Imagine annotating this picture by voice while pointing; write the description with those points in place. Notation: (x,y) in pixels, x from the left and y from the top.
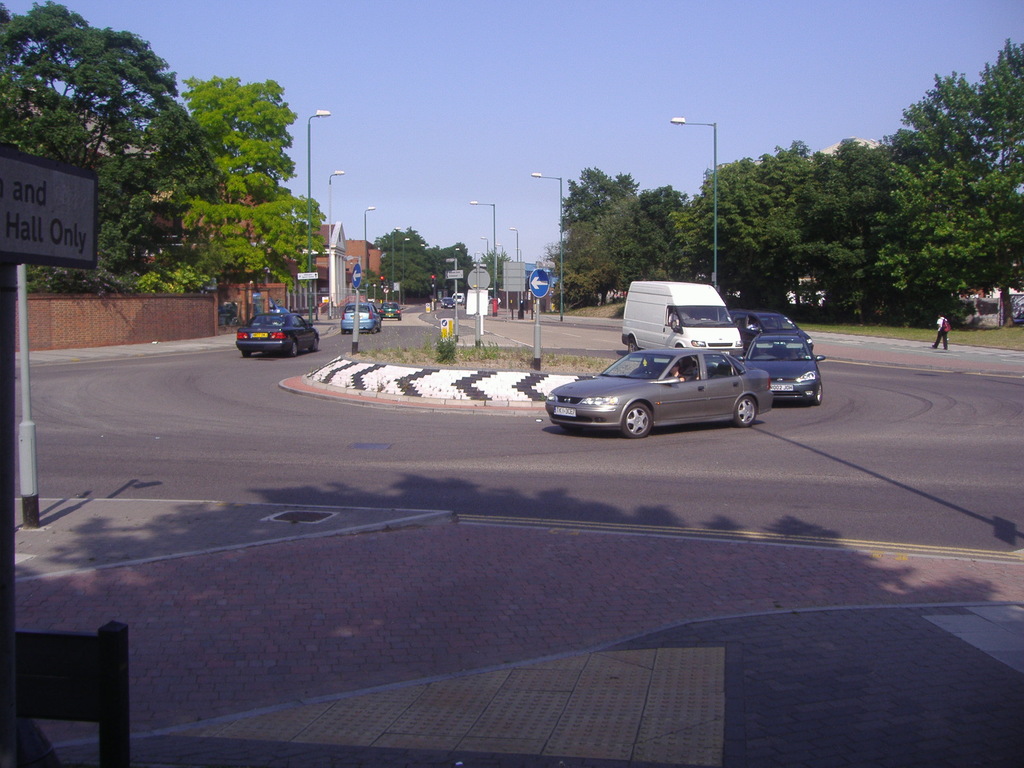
In this picture there are vehicles (669,362) on the road (1019,534). In the foreground (670,422) there is a person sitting inside the vehicle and there are buildings (289,302) and trees (752,247) and street lights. On the right side of the image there is a person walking on the road (933,462). On the left side of the image (31,156) there is text (20,206) on board (51,178) and there might be a chair (104,632). At the top (684,98) there is sky (560,80). At the bottom (553,515) there is a road (537,481).
